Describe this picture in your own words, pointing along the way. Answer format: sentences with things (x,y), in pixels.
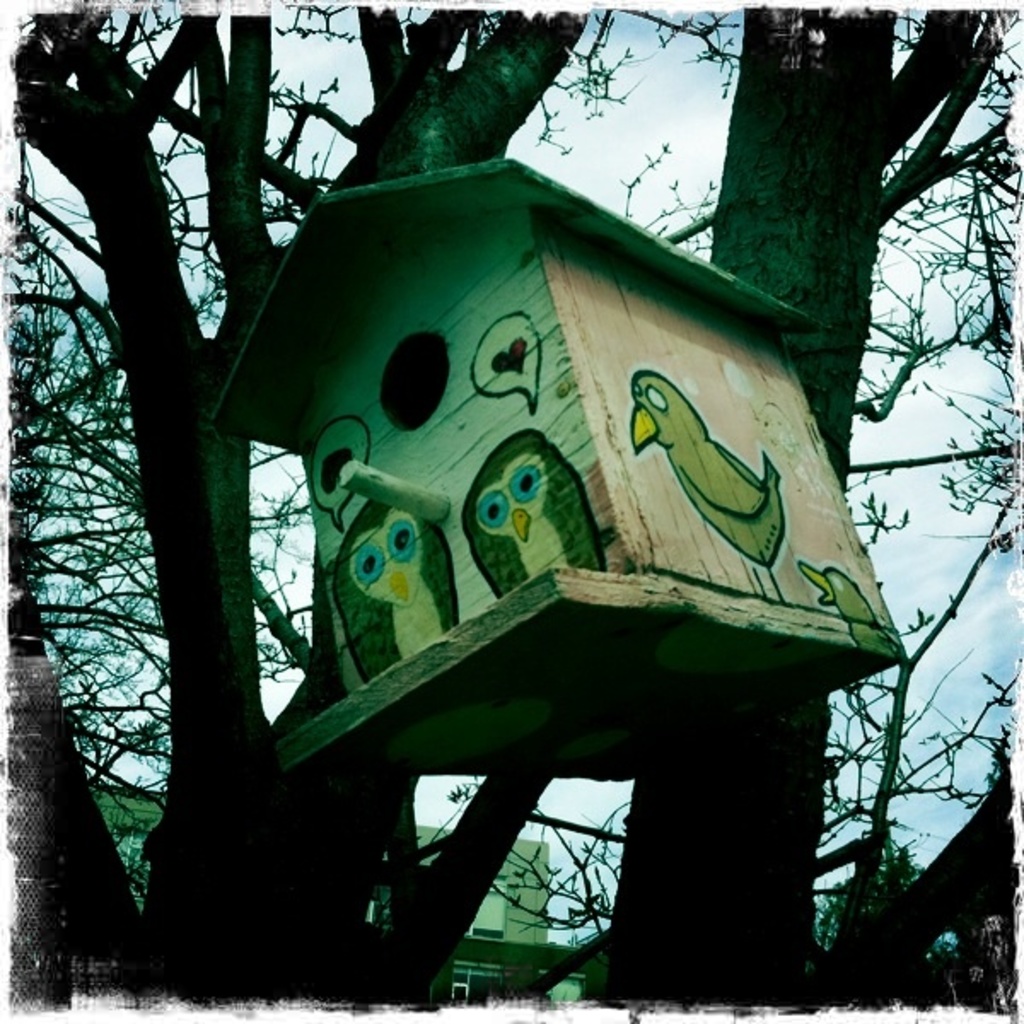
In the foreground of this image (370,187), there is a bird house (647,412) hanging to a tree (780,242). In the background (484,914), there is a building (482,988) and the sky (929,569).
